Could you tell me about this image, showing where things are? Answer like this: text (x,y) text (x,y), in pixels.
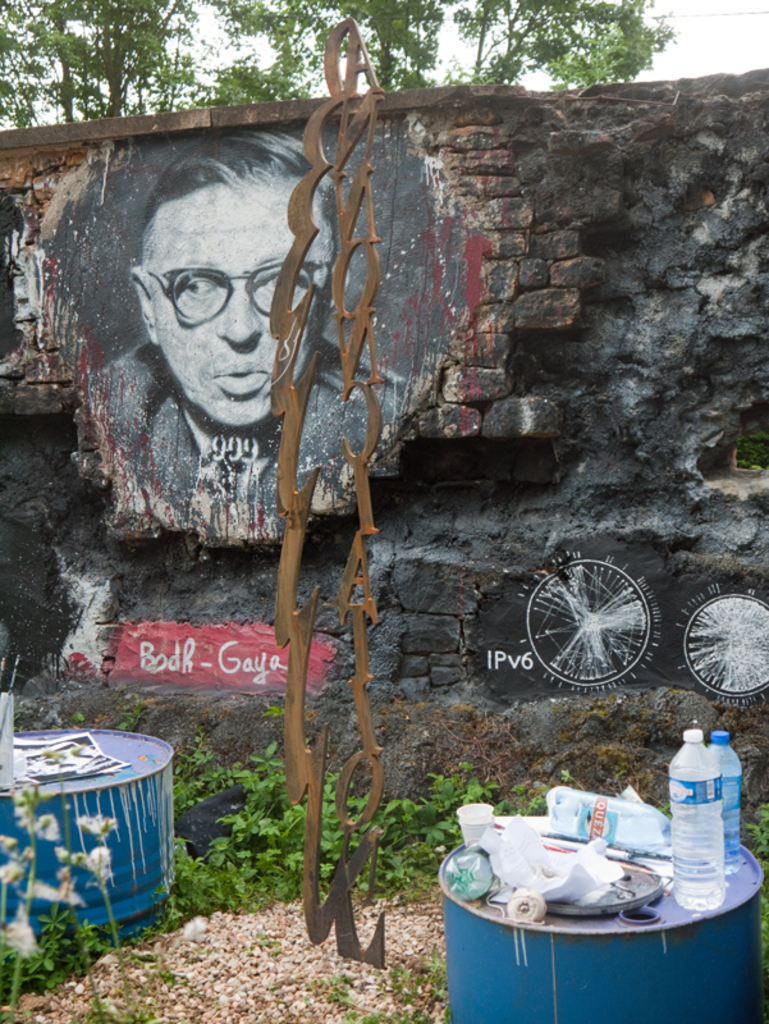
In this image, we can see a brick wall (459,401). There is a human painting (215,397). And here there is a 2 drums (119,819) are placed. On top of the drum (671,921), we can see bottles (683,813), paper (586,855), cup (473,820). Here we can found some plants (227,881). At the background (138,62), we can see a tree (102,66) and sky (679,53). The painting (236,291), the human (268,288) is wearing a glasses (225,292).
